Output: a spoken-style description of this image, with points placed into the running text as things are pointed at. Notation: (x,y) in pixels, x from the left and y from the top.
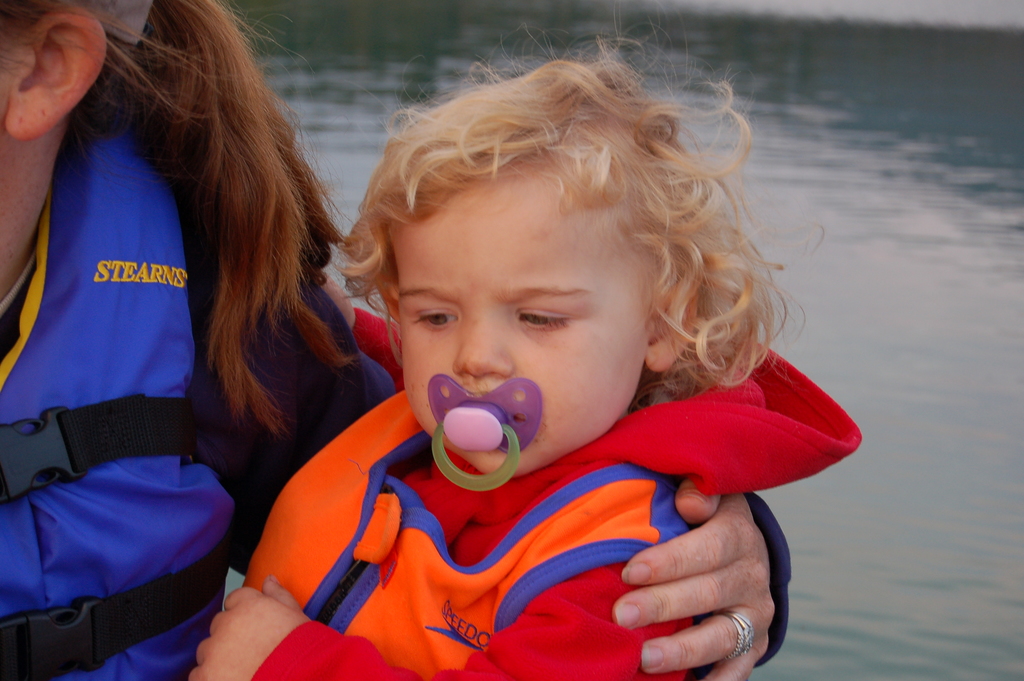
In this image we can see a woman (232,566) wearing a blue jacket (90,399) is holding a baby (351,443) in her hand (735,605) and in the background (789,625) we can see water (791,94).
